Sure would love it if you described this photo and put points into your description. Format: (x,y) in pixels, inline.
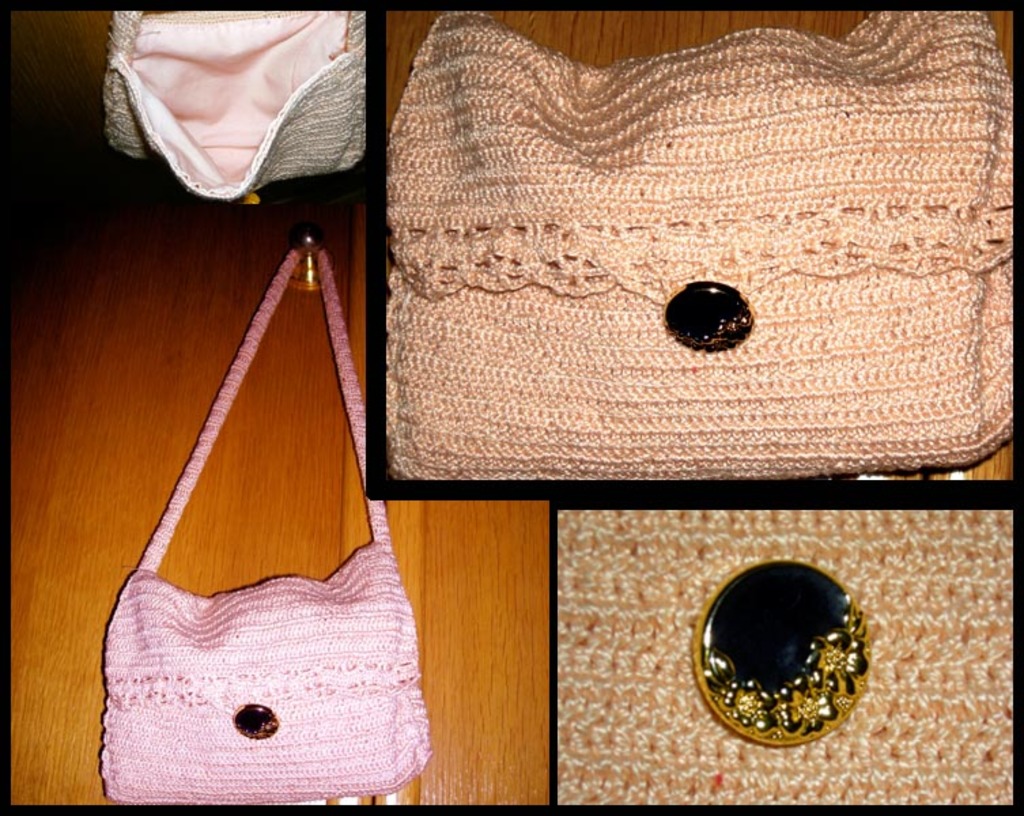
In the image we can see the picture is collage of four pictures in which there are bags (660,696) which are hanging on a knob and the bag (284,676) over here is in pink colour and other bag (790,242) is in peach colour and in between there is a golden and black colour button (756,628).
